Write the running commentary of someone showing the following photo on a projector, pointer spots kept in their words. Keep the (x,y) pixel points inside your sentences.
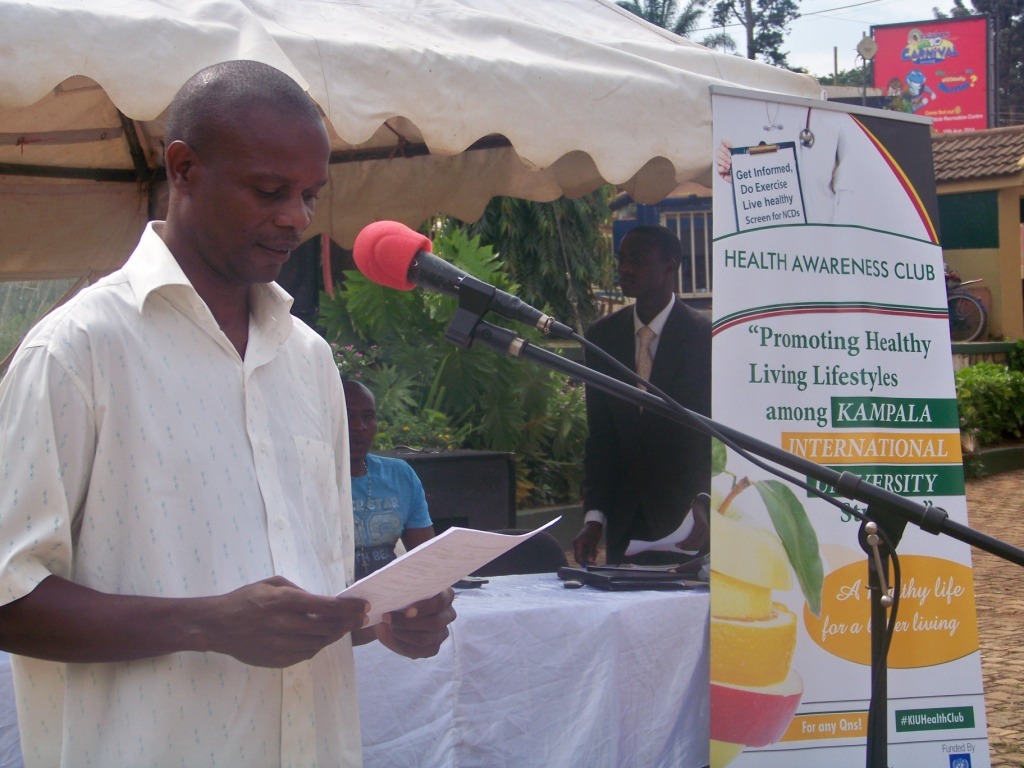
In this image I can see three persons (340,497) where one is sitting and two are standing. I can also see two men (679,514) are holding white colour papers (445,564). On the right side of the image (807,624) I can see a mic (465,277), few boards (741,303) and on these boards (827,390) I can see something is written. In the background (674,610) I can see a table (488,624), a white colour table cloth (642,633) on it, few plants (499,271), few buildings (691,216), number of trees (759,43) and a white tent shed (438,102). On the right side of the image (970,310) I can see a bicycle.
